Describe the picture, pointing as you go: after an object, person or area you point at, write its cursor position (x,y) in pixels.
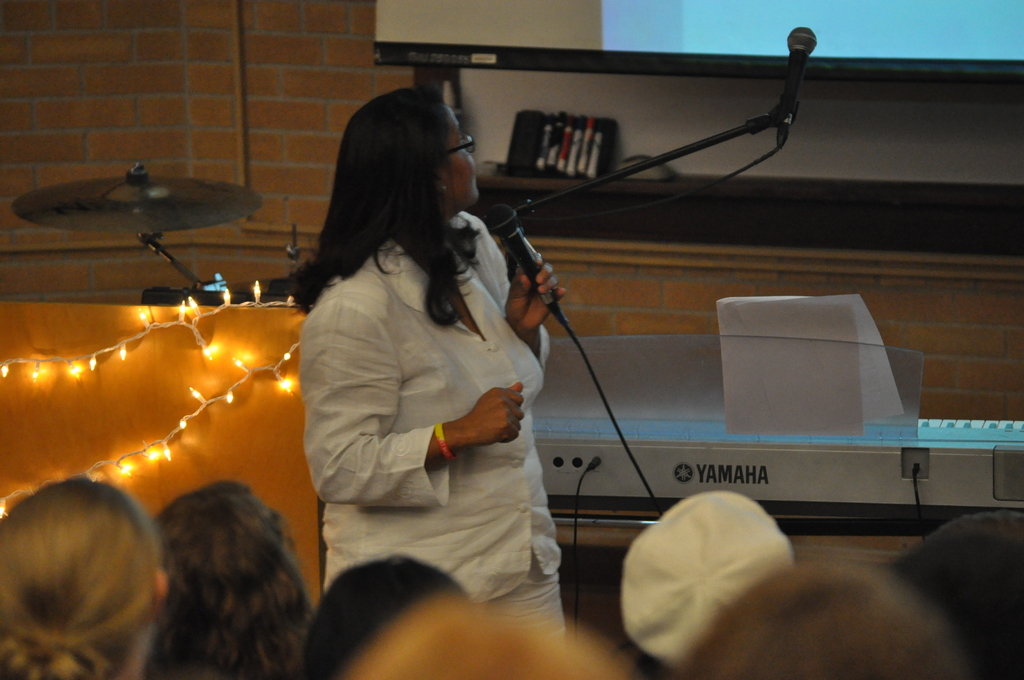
In this picture there is a woman (472,415) who is holding a mic (496,218). She is looking on the projector screen (646,40) which is placed near to the wall (270,131). Behind her I can see the piano (731,483) and drum (241,293). At the bottom (747,607) I can see some person's head (200,596). In the top left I can see the pipes (274,243) on the wall (231,125). Beside the projector screen (975,13) I can see the markers (596,159).
